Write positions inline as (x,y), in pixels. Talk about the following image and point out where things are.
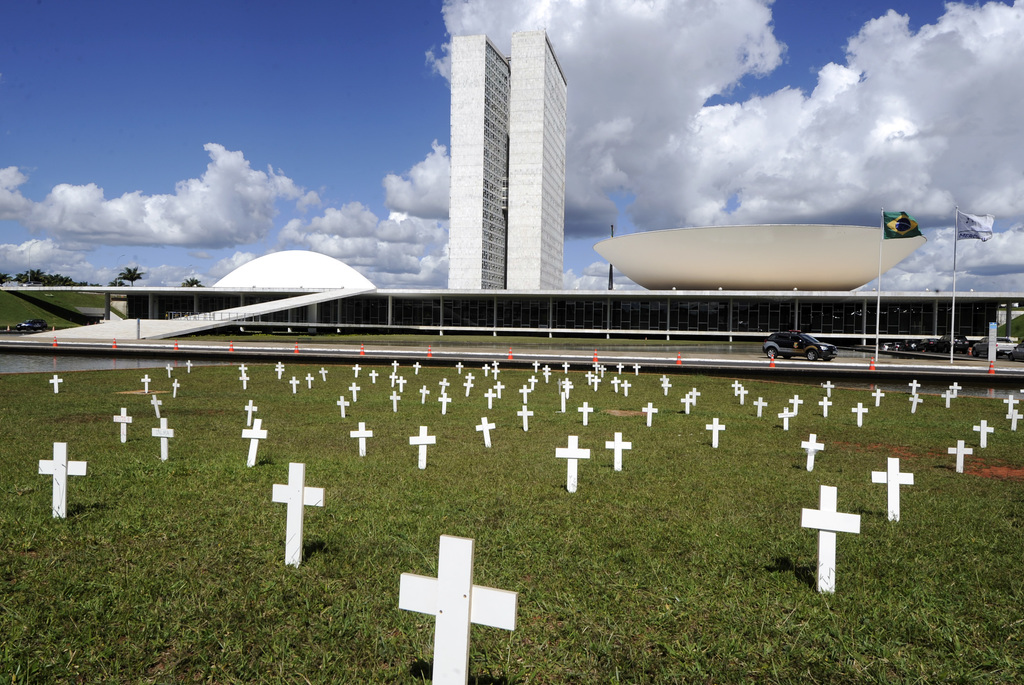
In this image we can see many cross symbols (825,410) on the grass (524,635), we can see a vehicle (799,337) on the road (760,359), flags (922,234) to the pole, glass building (706,329), trees (60,277) and the sky (148,285) with clouds (832,182) in the background (185,279).
